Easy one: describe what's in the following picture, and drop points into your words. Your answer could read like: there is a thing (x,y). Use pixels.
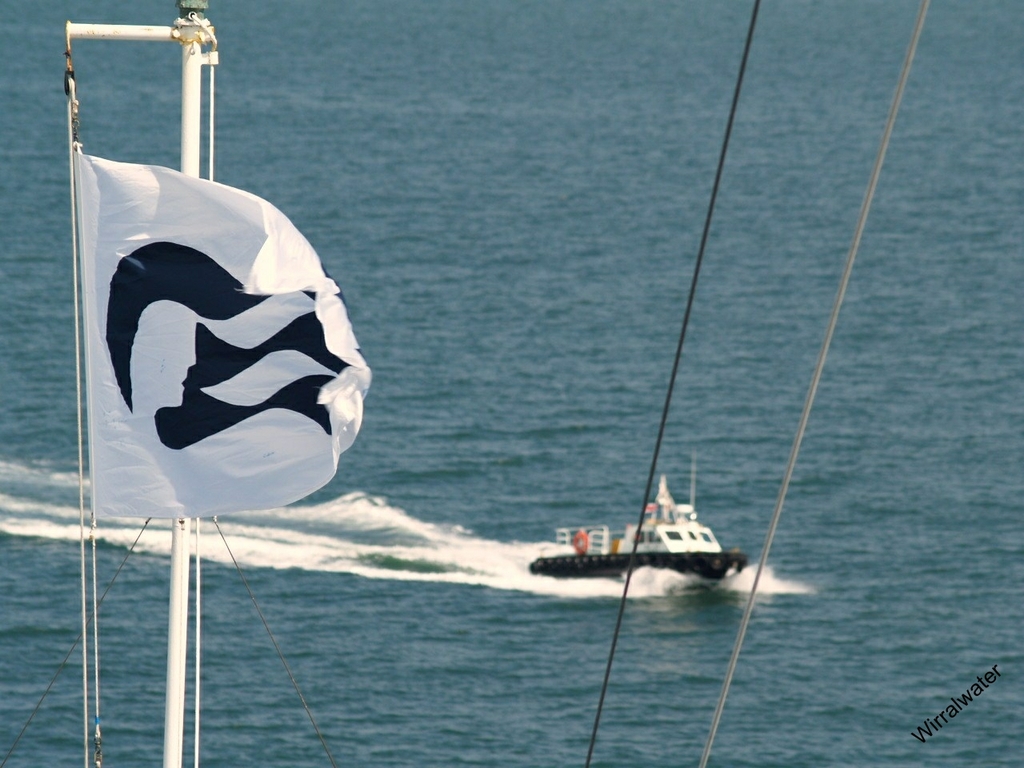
In this image I can see water (36,414) and a boat (661,489) in it. I can also see a white flag (197,493) and a white iron pole (180,28).
